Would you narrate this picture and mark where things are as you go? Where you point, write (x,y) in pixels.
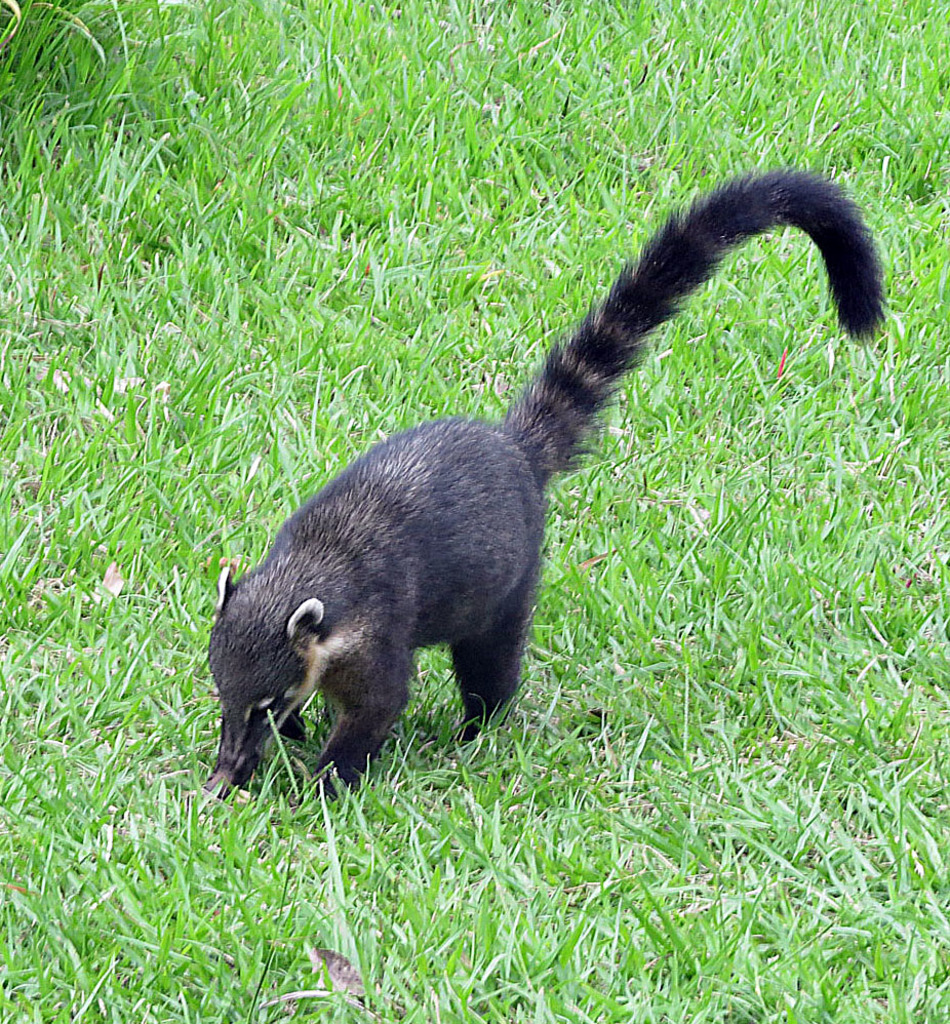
In this image there is an animal (397,684) standing on the ground (333,837). There is grass (397,389) on the ground (561,647).
